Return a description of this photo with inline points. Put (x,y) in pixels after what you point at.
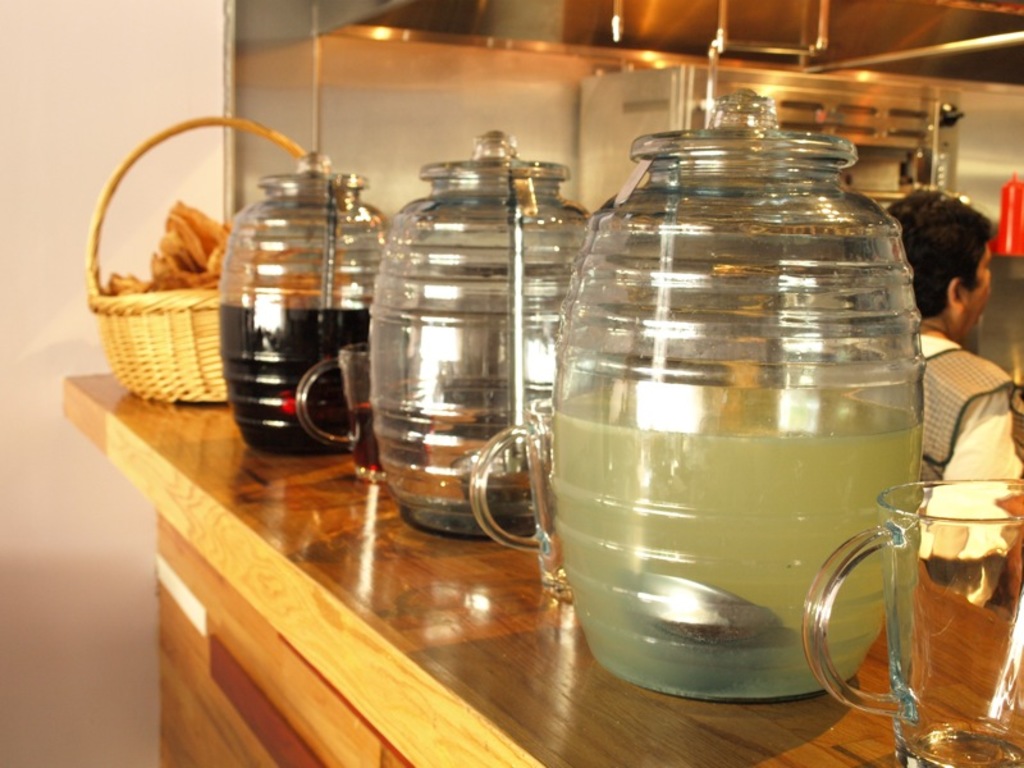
There is a wooden platform (315,559). On that there are glass jars (474,327) with some items (651,433). Also there are glasses (536,507) and basket (173,334) with some items (215,249). In the back (964,322) there is a person (980,362). Also there is a wall (496,107).
